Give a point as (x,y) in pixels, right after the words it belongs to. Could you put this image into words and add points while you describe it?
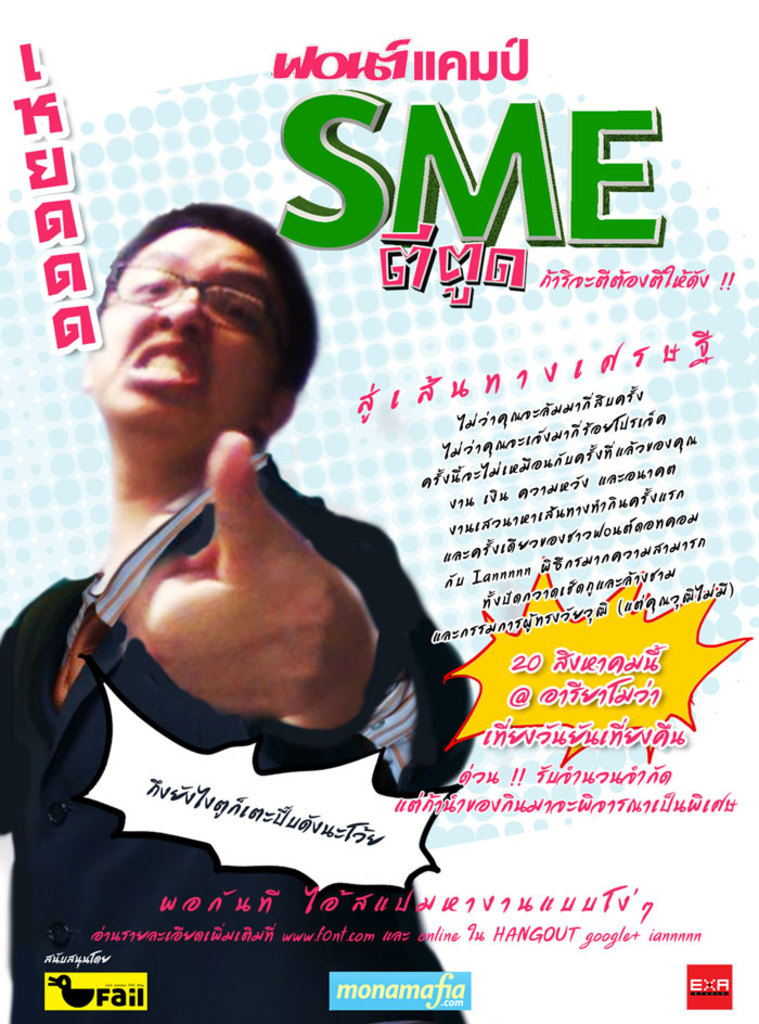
It is an edited image, on the left side (187,414) a man (235,650) is showing his finger (290,652) with an angry. He wore spectacles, coat (94,695), tie (69,697). On the right side (627,519) there is the matter (560,566).
